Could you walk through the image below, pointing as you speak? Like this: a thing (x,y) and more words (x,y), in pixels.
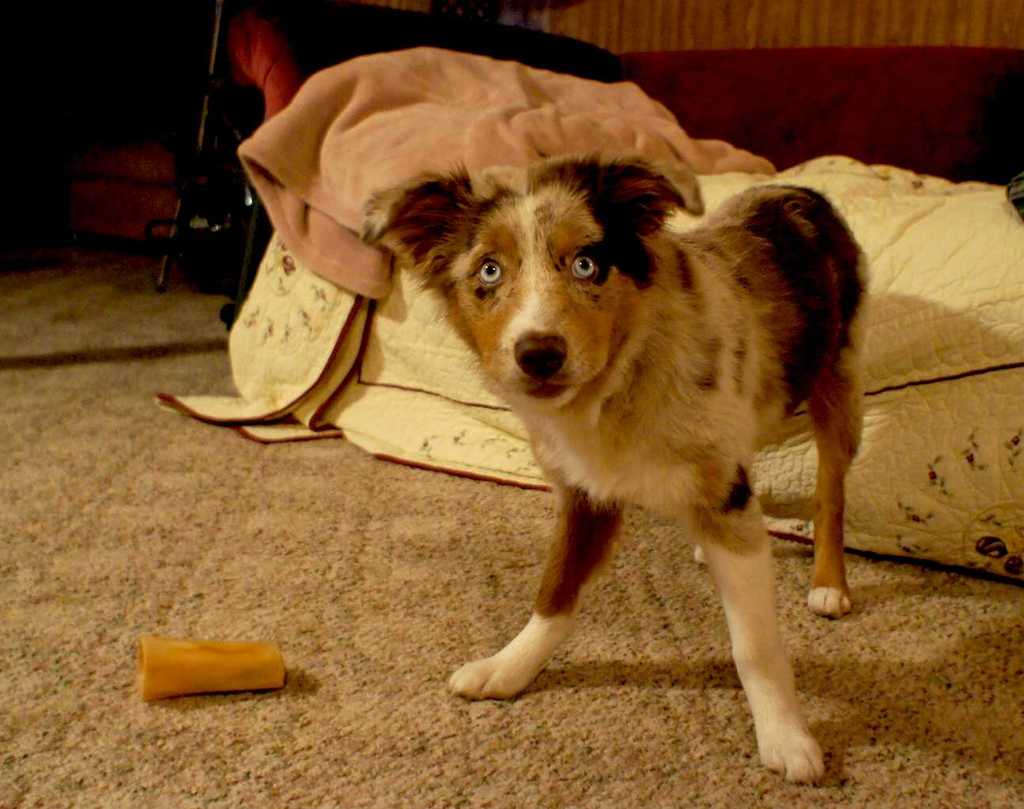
This picture seems to be clicked inside the room (325,465). In the foreground (696,432) we can see a dog (534,382) standing on the ground (554,689). In the center (380,295) we can see there are some objects (301,349) lying on the ground (76,363). In the background (634,37) we can see the wooden wall (773,25) and a bed like thing (915,122) and some other objects (142,158).
